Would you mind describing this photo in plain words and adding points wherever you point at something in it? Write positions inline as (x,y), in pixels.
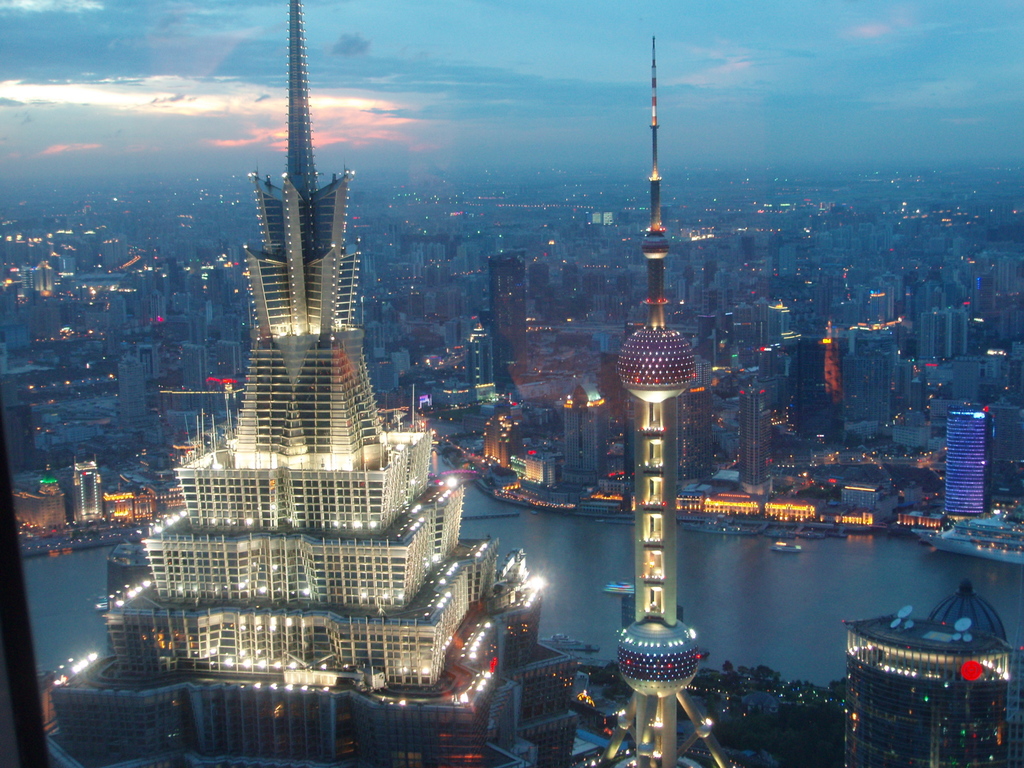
In this image I can see buildings (497,388). There are lights (309,591), trees (770,676) and in the background (569,98) there is sky (871,49).
